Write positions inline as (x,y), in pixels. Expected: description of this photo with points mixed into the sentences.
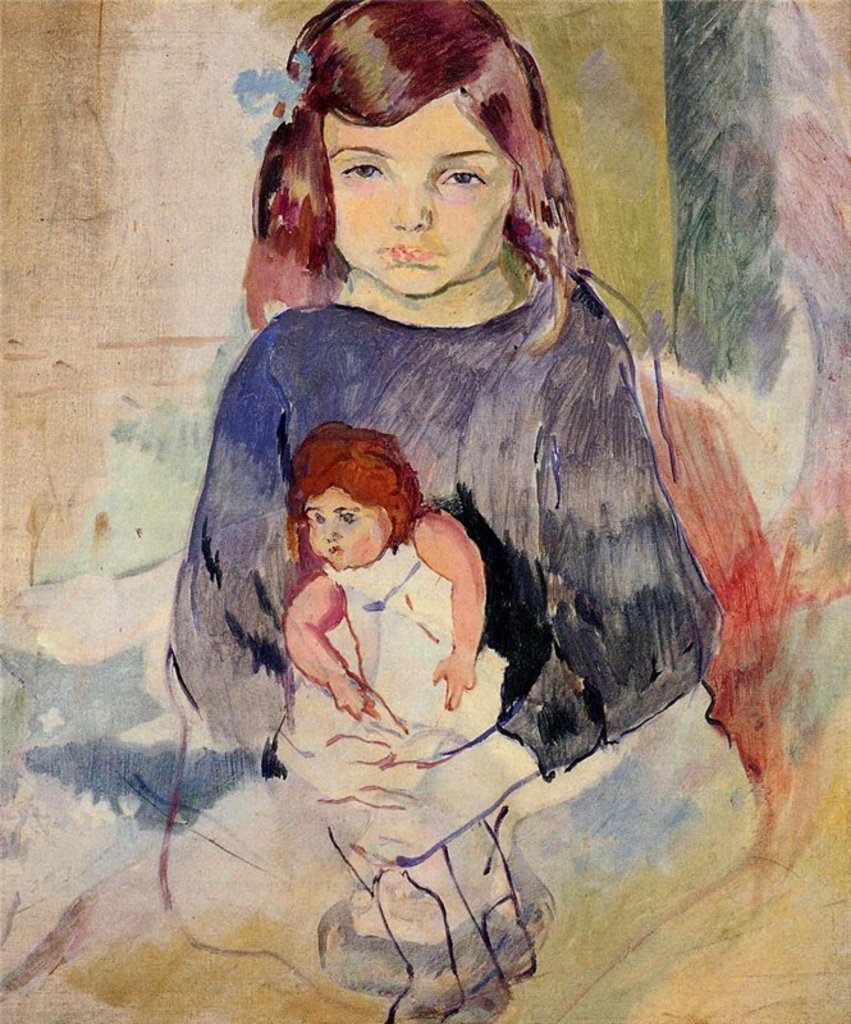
In this image we can see the painting (449,140) of a girl (388,416), and a doll (389,471).
